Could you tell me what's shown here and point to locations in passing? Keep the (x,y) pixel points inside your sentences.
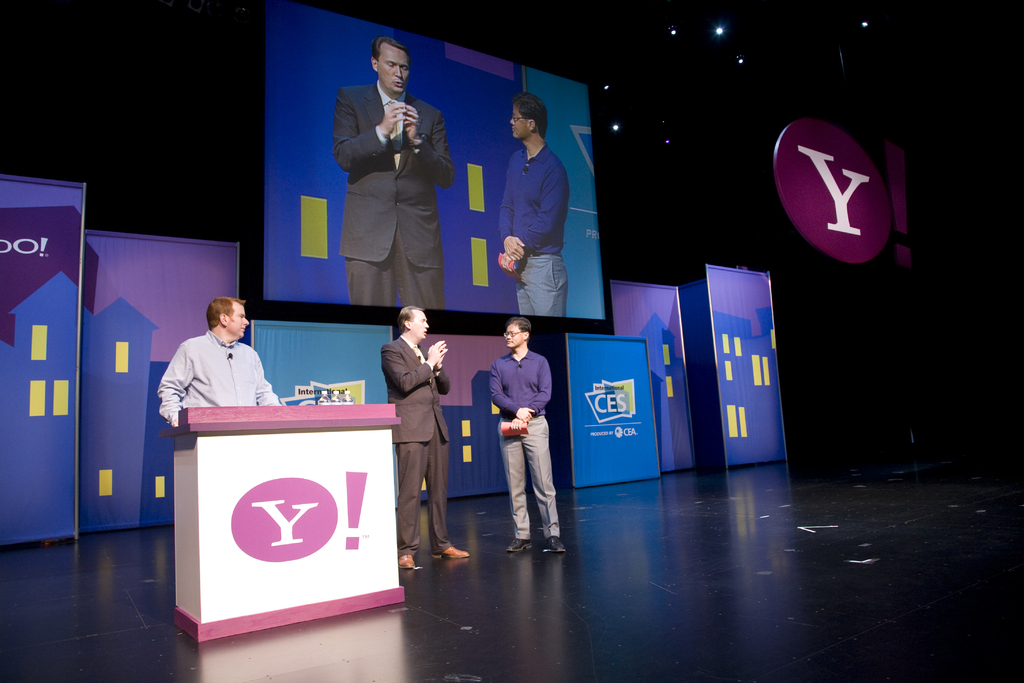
On the stage (18,613) a man (236,371) is standing at the podium (269,442) and there are water bottles (335,398) on the podium (257,479) and beside the podium (381,475) there are two men (435,426) standing on the stage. In the background (281,370) there are hoardings (691,320), screen (401,139), logo (848,183) on the right side (810,189) and lights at the top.
